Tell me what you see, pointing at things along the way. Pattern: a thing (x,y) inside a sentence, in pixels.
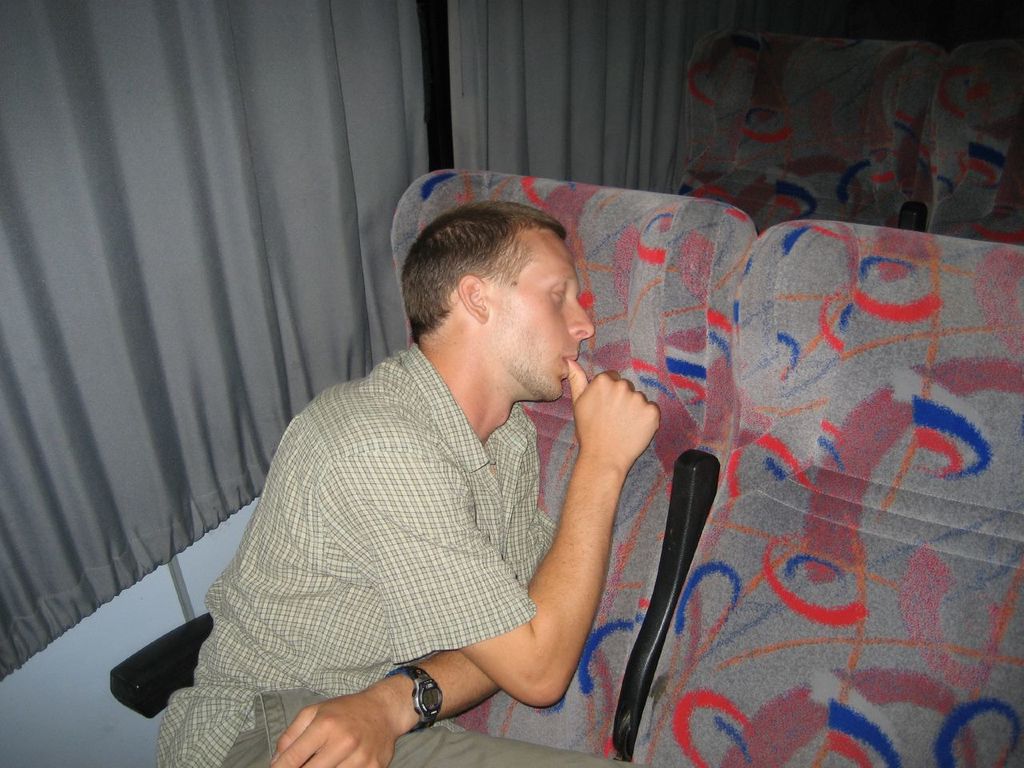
In this image there is a person (324,470) laying on the chair (750,284), and in the background (856,200) there are chairs (840,207) and curtains (468,68).
